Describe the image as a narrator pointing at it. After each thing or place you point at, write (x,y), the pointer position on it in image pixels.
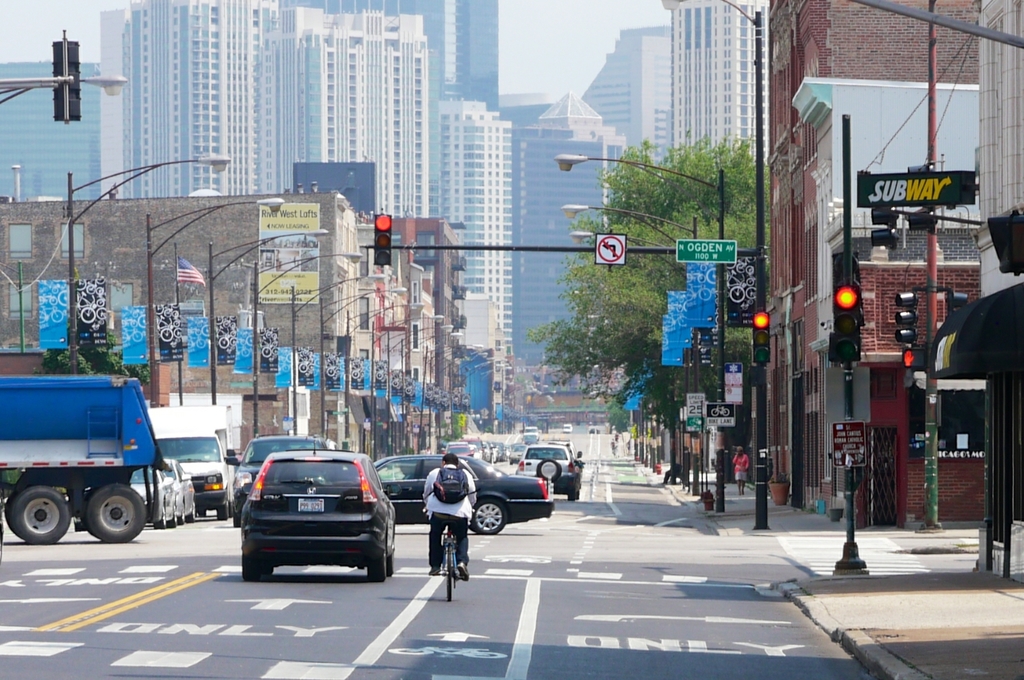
In this image, I can see the vehicles (310,492) and a person (440,534) riding bicycle (451,528) on the road (426,545). There are street lights (761,280), traffic lights (843,306), buildings (895,163) and trees (751,356). In the background (573,46), there is the sky (518,25).
